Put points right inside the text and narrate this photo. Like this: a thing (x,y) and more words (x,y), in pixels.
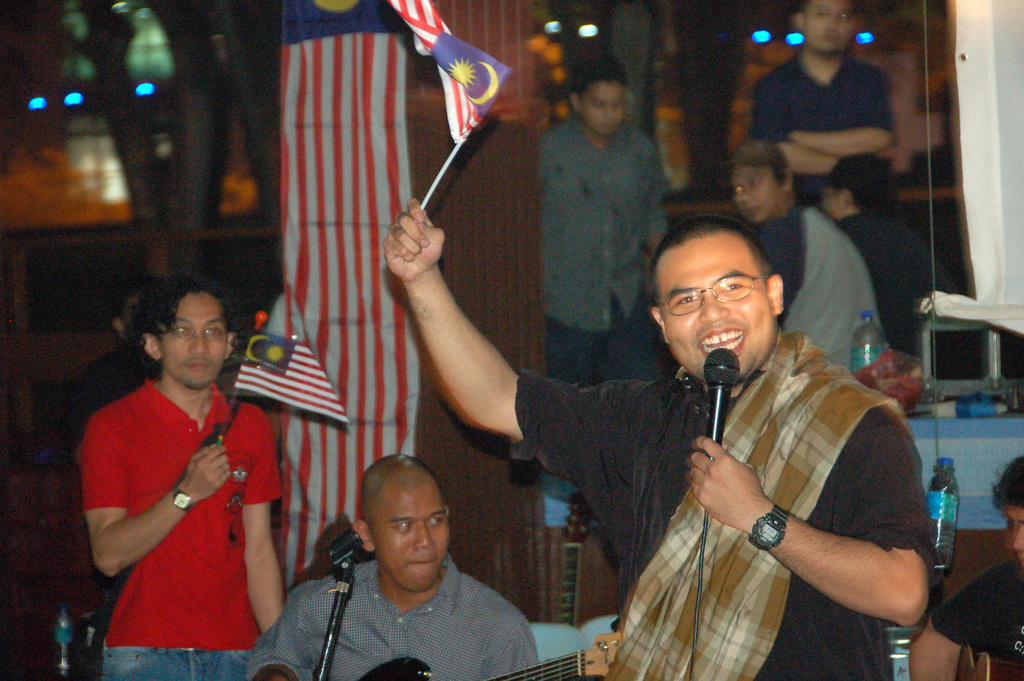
In this image we can see many people (694,256). A person (732,417) is holding a flag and speaking into a microphone (736,366) in the image. A person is holding a flag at the left side of the image (257,459). There are two persons (434,622) are playing musical instruments (998,676) at the bottom of the image (969,642). There are few objects (937,535) in the image. There are few lights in the image.
